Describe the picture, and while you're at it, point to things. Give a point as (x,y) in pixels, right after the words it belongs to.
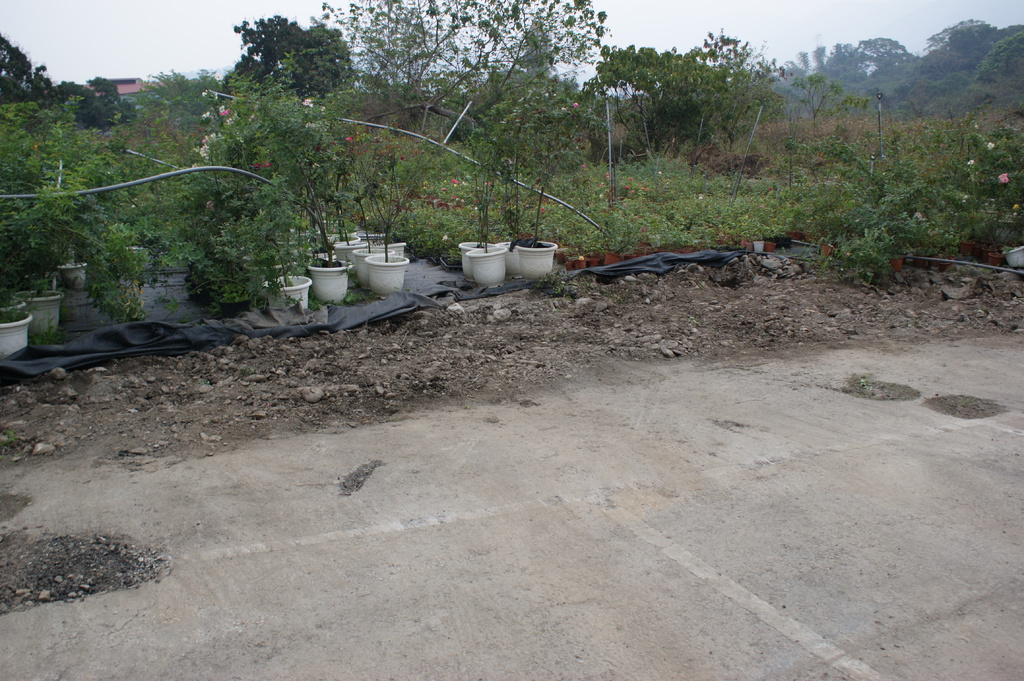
In this picture I can see the pots (583,264) which are kept on the black cover (363,307). Beside that i can see some flowers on the plants (582,176). In the background (589,91) i can see many trees (745,52), plants (472,204), building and mountains (926,70). In the top left corner (106,10) there is a sky (102,14). At the bottom (846,550) there is a road (513,490).
